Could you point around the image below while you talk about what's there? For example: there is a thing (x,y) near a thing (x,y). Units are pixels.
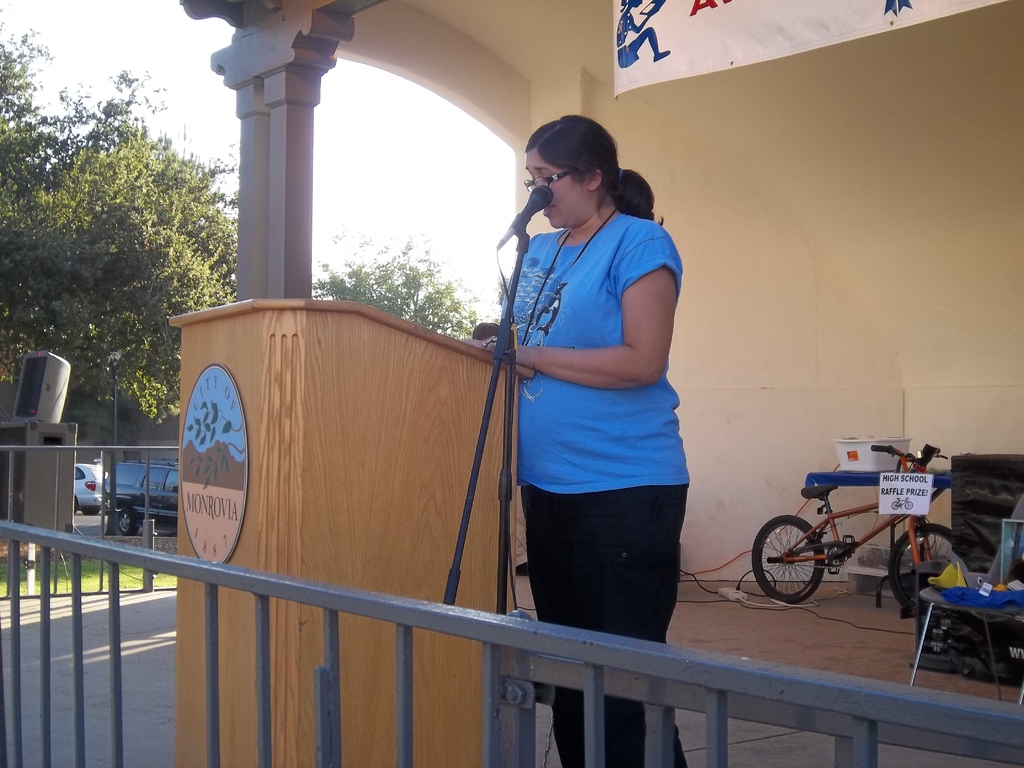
As we can see in the image there are trees (146,209), sky (214,98), cars (96,472), banner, small bicycle (813,539) and a woman (657,418) over here. She is wearing blue color t shirt (607,327) and in front of her there is a mic (528,213).
